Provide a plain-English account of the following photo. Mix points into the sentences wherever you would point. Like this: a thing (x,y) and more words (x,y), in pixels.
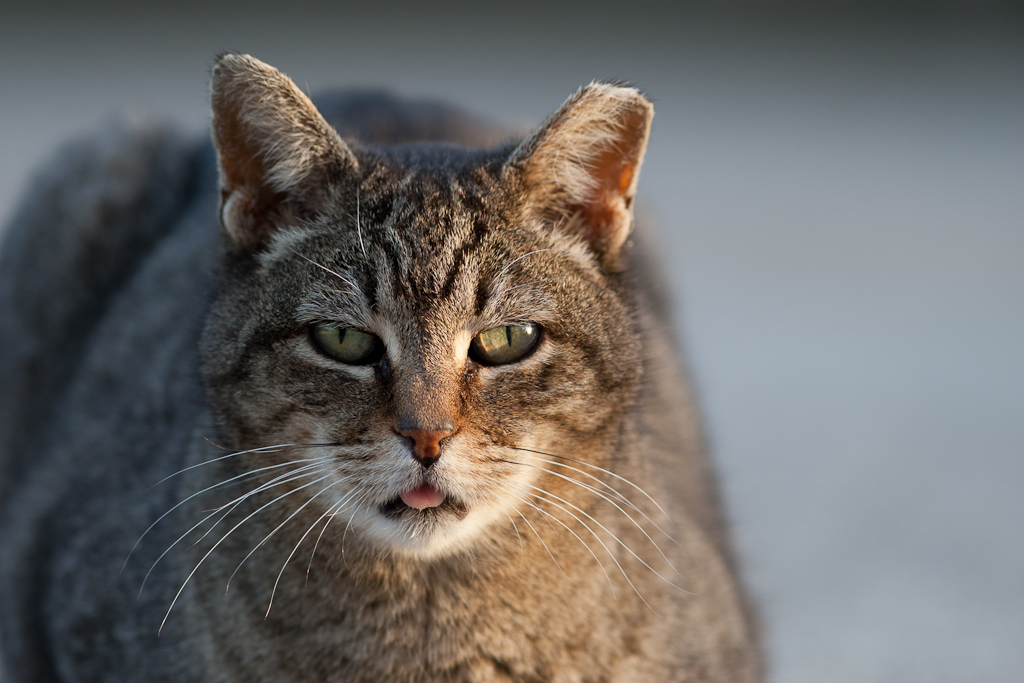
In this picture I can see a cat (241,397) which is of brown and black in color and I see that it is blurred in the background (899,247).
